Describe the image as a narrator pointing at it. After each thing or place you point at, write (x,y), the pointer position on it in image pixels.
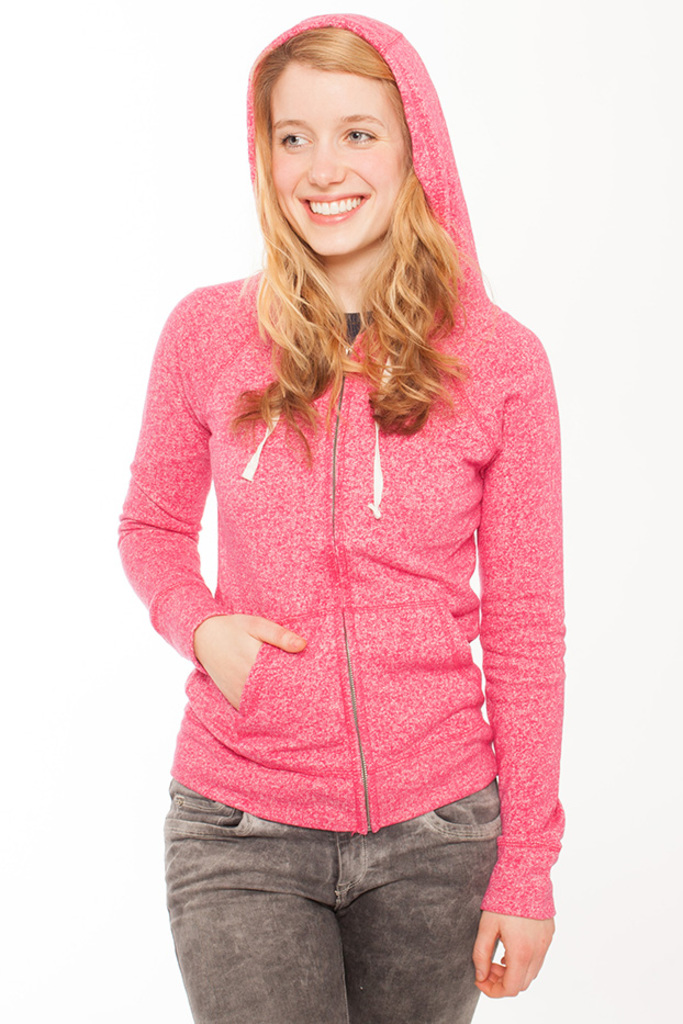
There is a lady (313,513) wearing a jacket (374,520) is standing and smiling. In the background (69,291) it is white.
